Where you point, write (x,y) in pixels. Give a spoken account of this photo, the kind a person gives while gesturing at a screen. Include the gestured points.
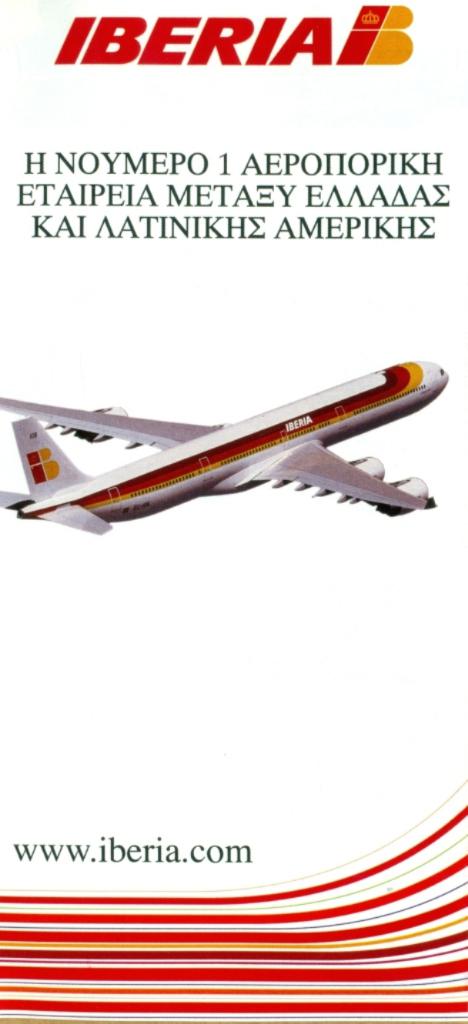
In this picture we can see a poster (220,477), on it we can see plane (237,467) and some text (234,52).
